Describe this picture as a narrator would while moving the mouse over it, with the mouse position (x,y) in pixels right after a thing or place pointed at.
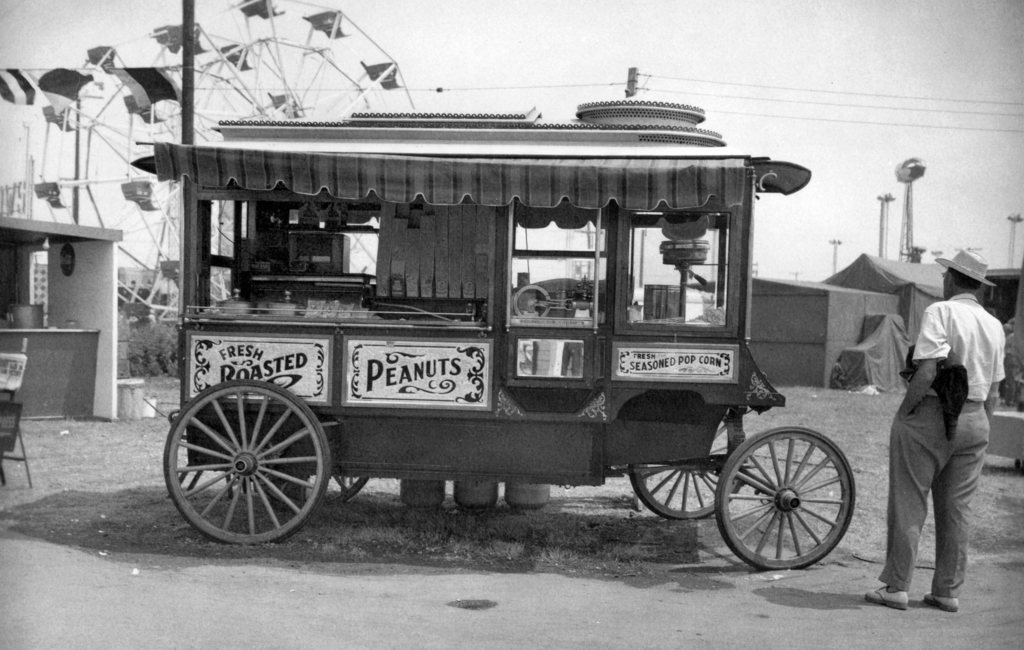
This is a black and white image. We can see a vehicle (247,339) with some text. We can see a person (946,405) standing. We can see some objects (9,391) on the ground (42,531). We can also see a store (92,390) on the left (110,395). We can see a giant wheel (162,76), some flags (69,72). We can also see some tents (865,255) and poles (900,169). We can see some wires (594,83) and the sky (689,24).
